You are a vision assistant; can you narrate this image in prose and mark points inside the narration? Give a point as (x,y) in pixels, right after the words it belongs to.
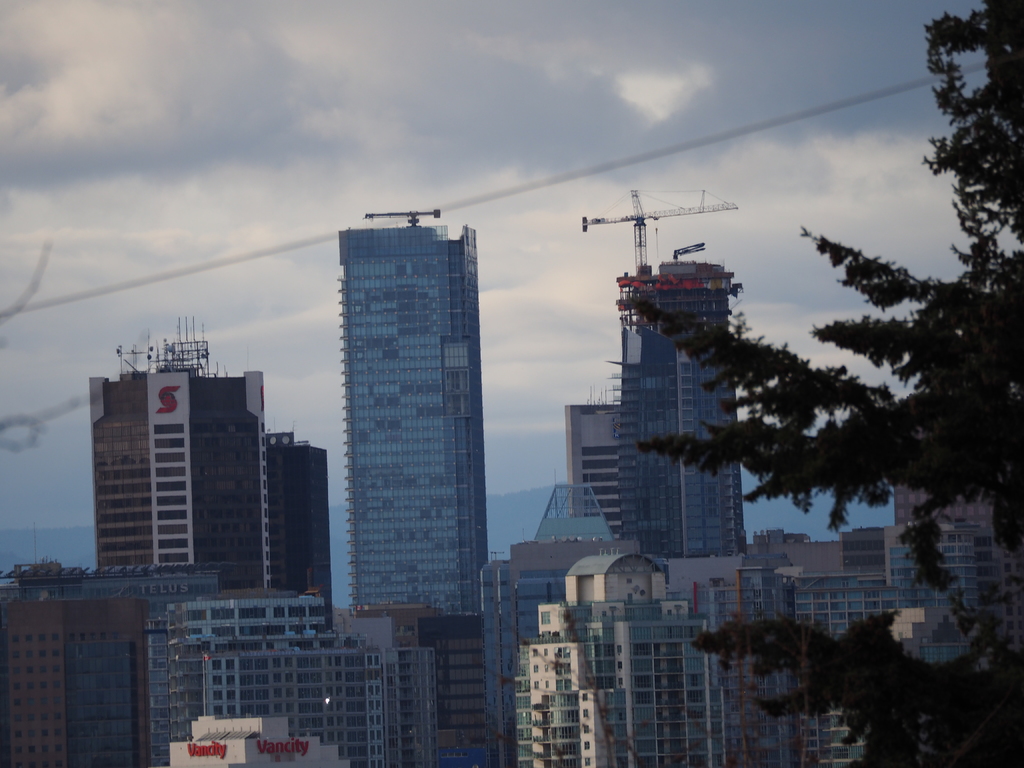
In this picture I can see some buildings (415,562) and trees (684,444).
